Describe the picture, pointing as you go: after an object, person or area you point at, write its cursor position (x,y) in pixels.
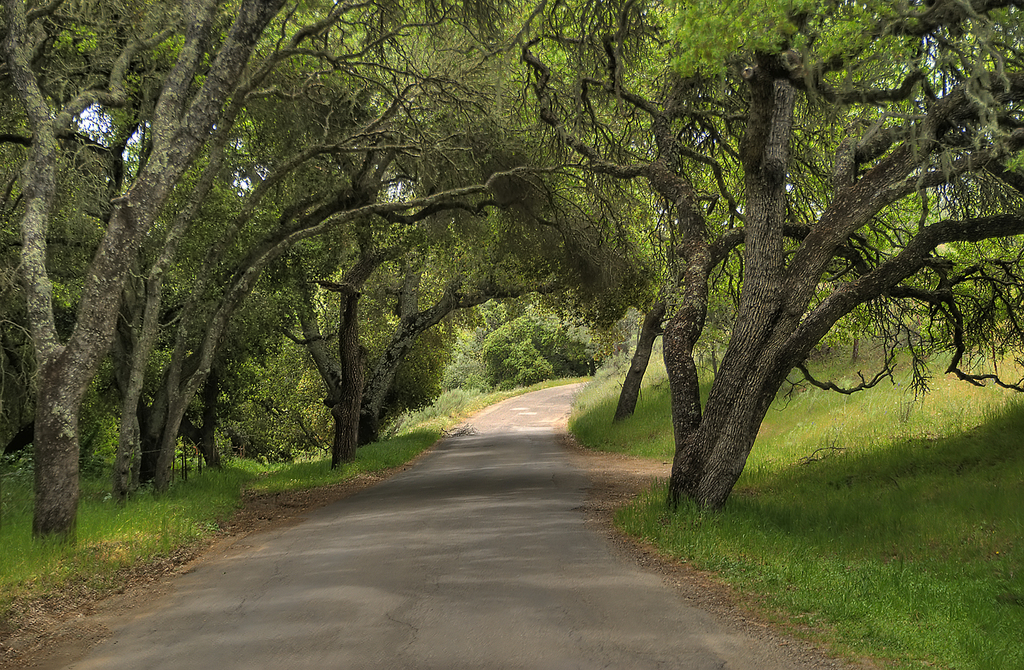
Here in this picture in the middle (505,405) we can see road (312,577) present over there and on either side we can see trees (359,251) and plants (706,285) covered all over there and we can see grass (657,391) present on the ground (241,467) on either side.
